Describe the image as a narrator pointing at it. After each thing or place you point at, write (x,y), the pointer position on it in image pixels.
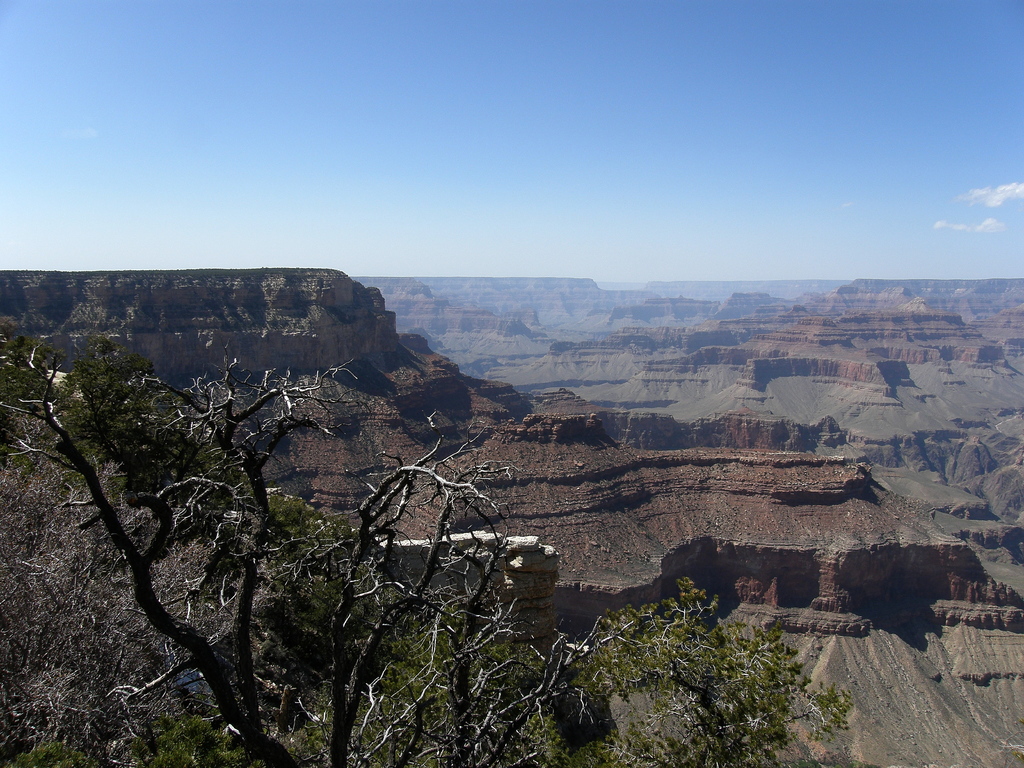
In this picture, we can see the ground (421,529), dry tree (388,472), and the sky (501,163) with clouds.
